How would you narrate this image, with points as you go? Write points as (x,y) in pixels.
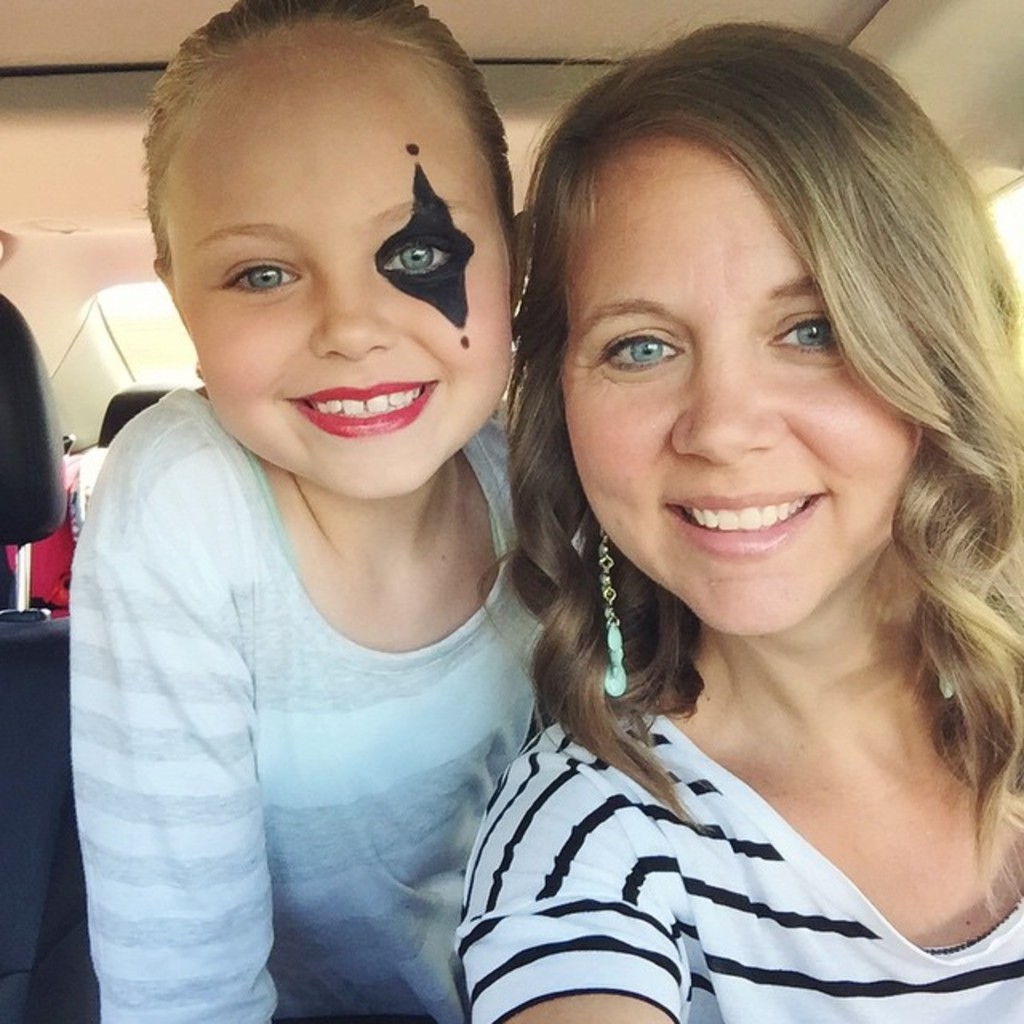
In this picture I can see the inside view of a vehicle (65,82). I can see a woman (848,370) and a girl (495,468) smiling. There are seats (10,386) and some other objects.
